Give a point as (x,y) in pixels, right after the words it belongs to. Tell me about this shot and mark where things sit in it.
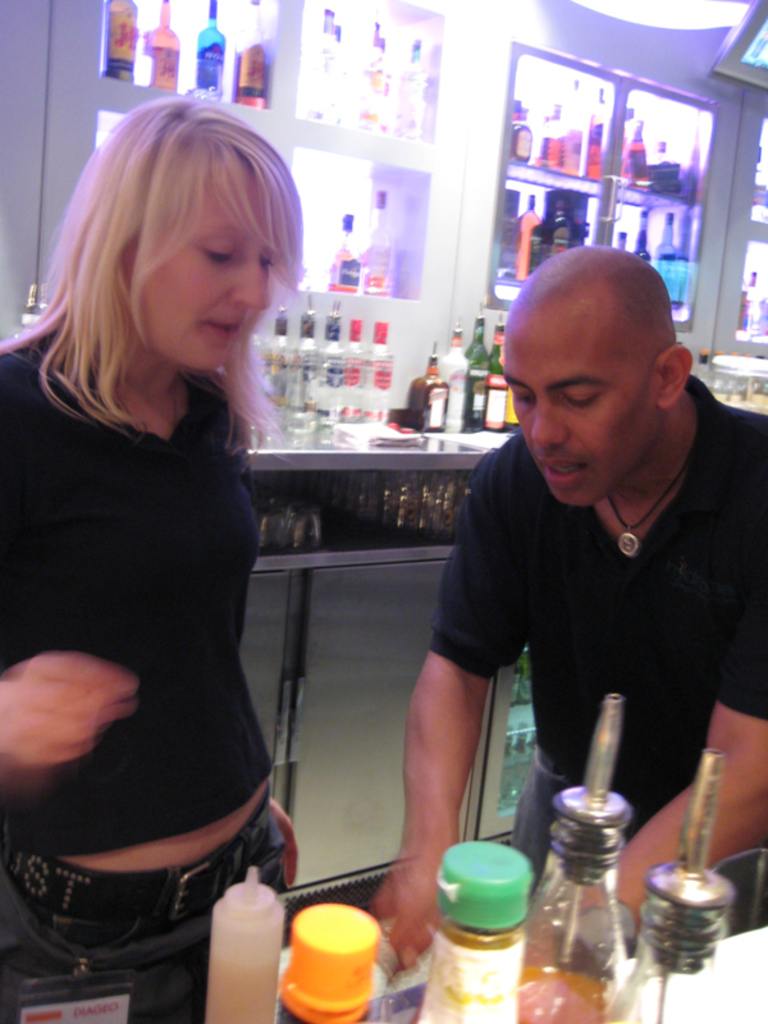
In the image we can see there are people (738,705) who are standing and at the back (640,153) there are wine bottles (640,153).
